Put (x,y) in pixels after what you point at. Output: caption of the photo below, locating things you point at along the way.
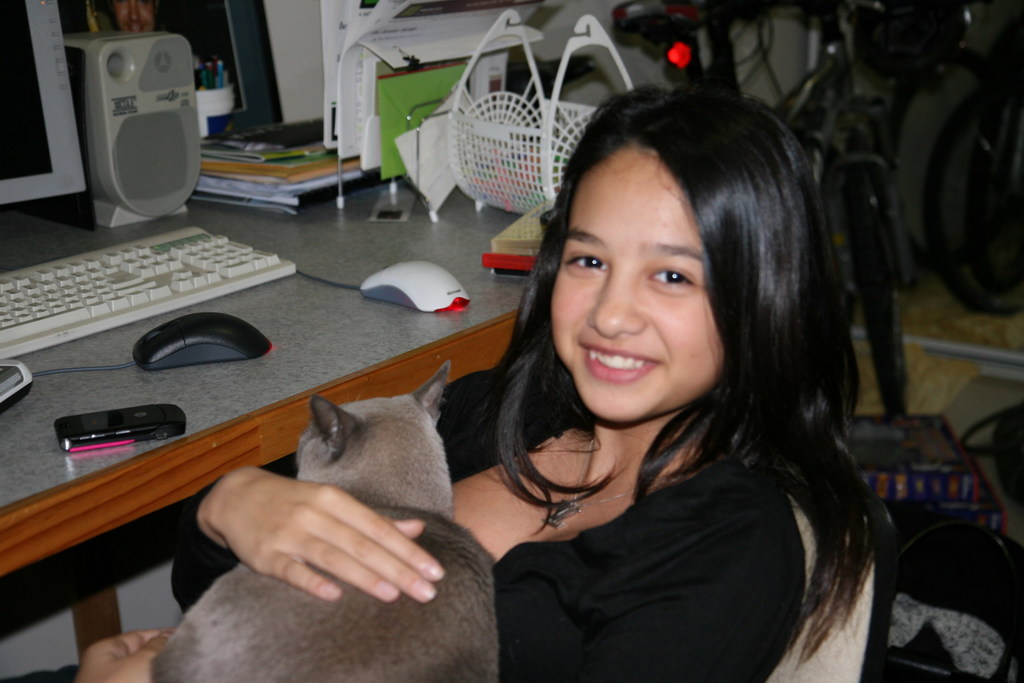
In a picture one woman (736,542) is sitting on a chair (876,576) and holding a cat (340,649) and in front of her there is one table (365,374) on which mouses (231,330), mobile (112,417) and system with speaker (183,182) and keyboard (177,245) and some books (264,149) and pens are present and behind her there is a one cycle (889,362).
